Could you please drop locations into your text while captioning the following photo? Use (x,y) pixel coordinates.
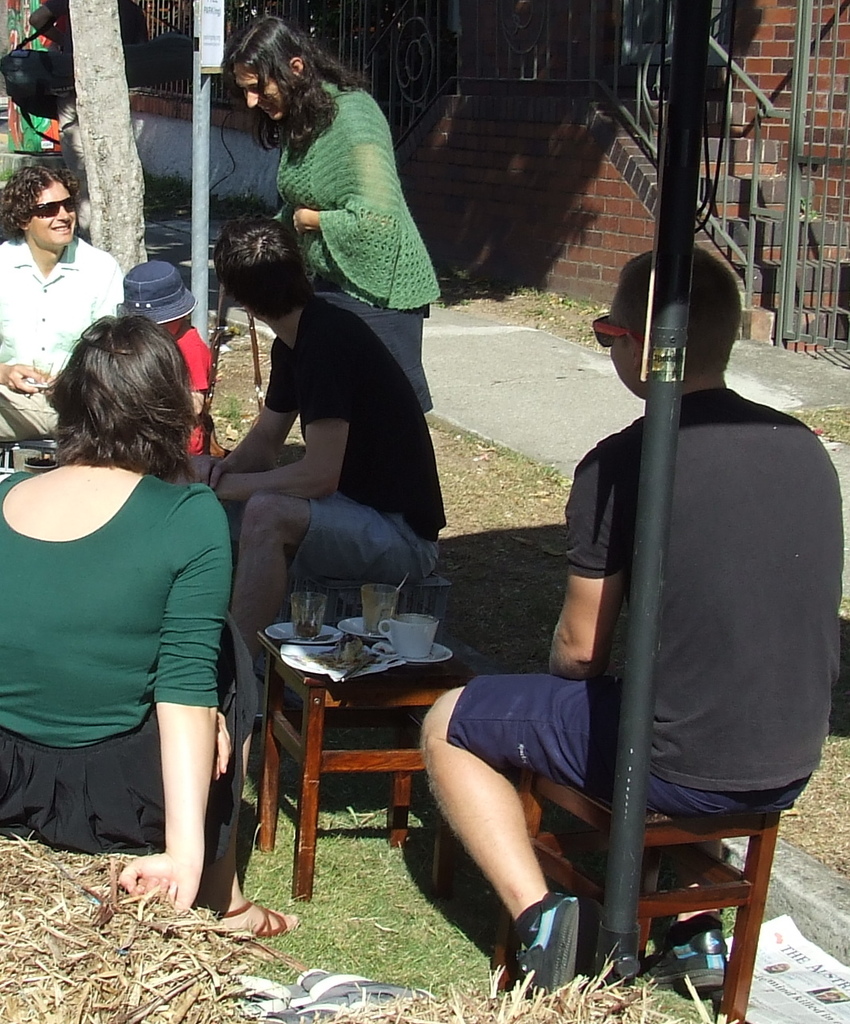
This image is clicked outside. There are stairs (728,202) on the top right corner (737,243). There are people (760,604) sitting on chairs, on the table (269,677) which is in the middle (415,632) there are glass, Cup saucer (415,648), and tissues (372,663). One woman (370,278) standing she wore green color dress (321,173), she is laughing. Most other people (105,396) are sitting.
